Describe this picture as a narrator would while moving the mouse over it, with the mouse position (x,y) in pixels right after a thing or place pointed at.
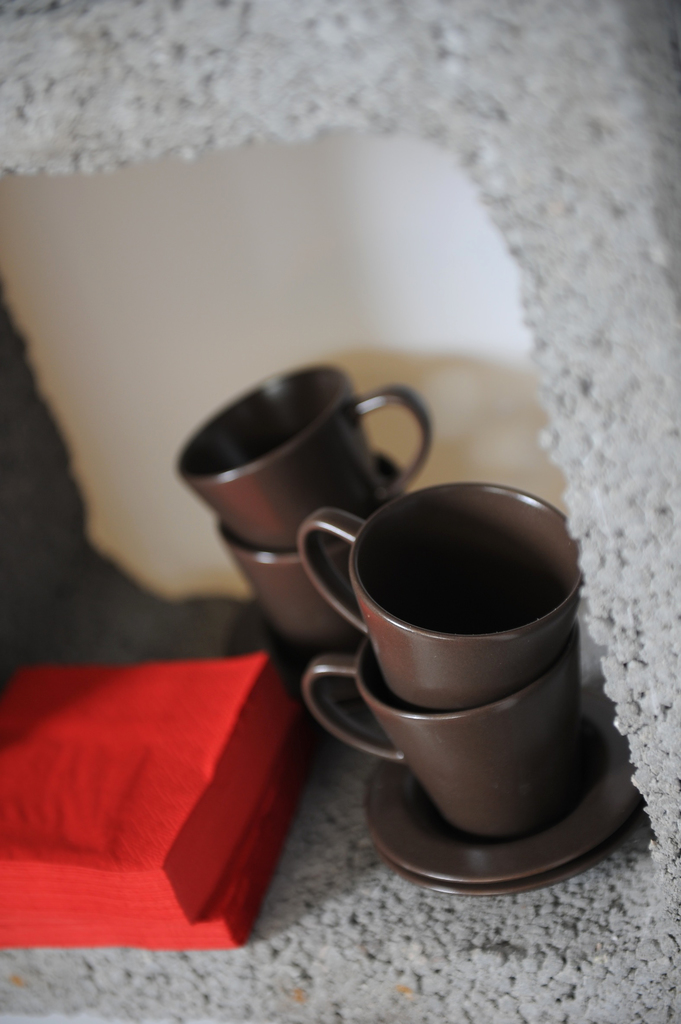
In this picture we can see few cups (423,766), saucers (533,839) and red napkins (155,902) on a surface (606,1000).
